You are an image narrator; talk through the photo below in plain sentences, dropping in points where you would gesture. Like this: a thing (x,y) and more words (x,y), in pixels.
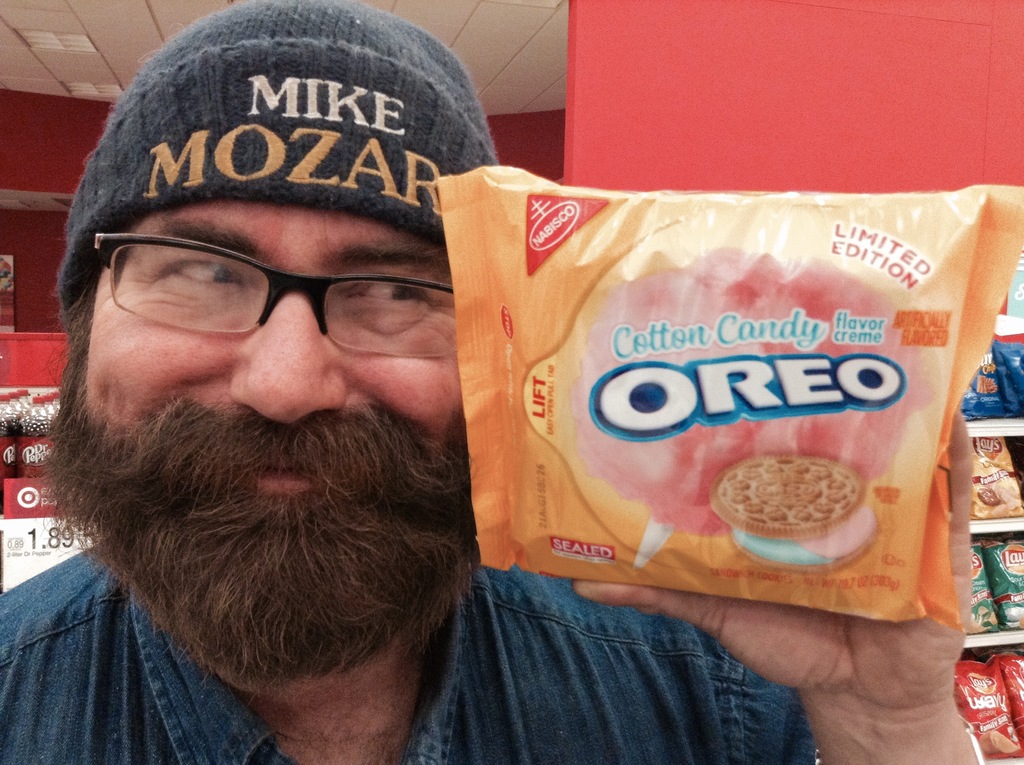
In this image I can see a person (726,728) standing and holding biscuit packet (787,601), behind him there are so many food packets (995,675) displayed.
